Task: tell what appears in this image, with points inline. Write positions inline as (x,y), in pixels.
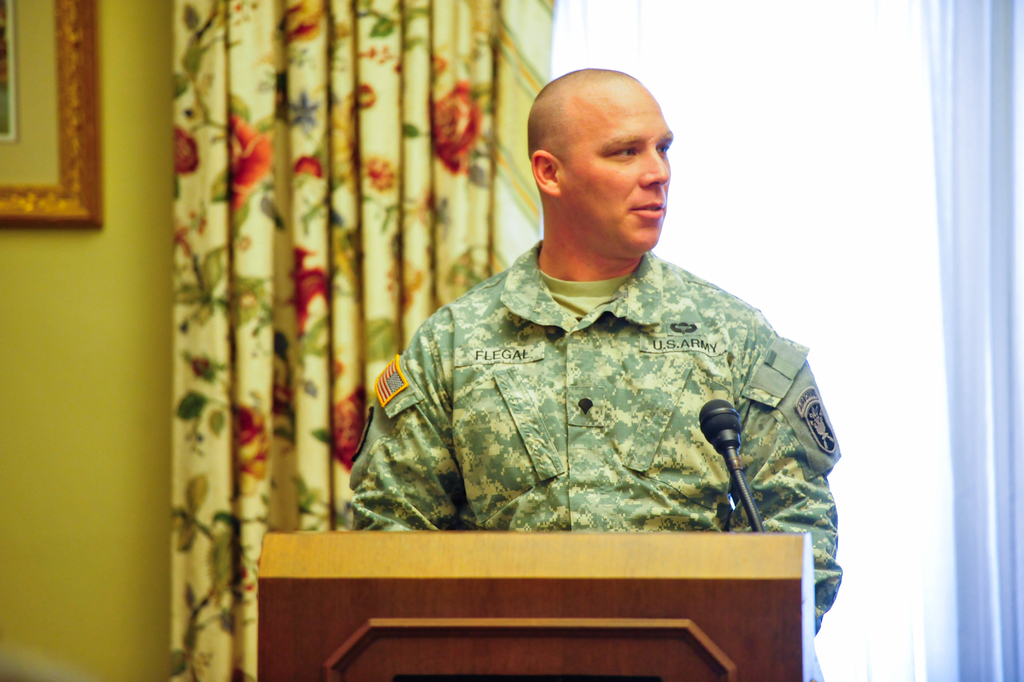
In the foreground of this image (607,374), there is a man (613,338) standing in front of a podium (605,656) on which there is a mike (729,449). In the background (383,138), there is a curtain (358,94) and it seems like a frame (78,157) on the wall (95,269) on the left (72,146). On the right (885,181), it seems like a window (825,200).
